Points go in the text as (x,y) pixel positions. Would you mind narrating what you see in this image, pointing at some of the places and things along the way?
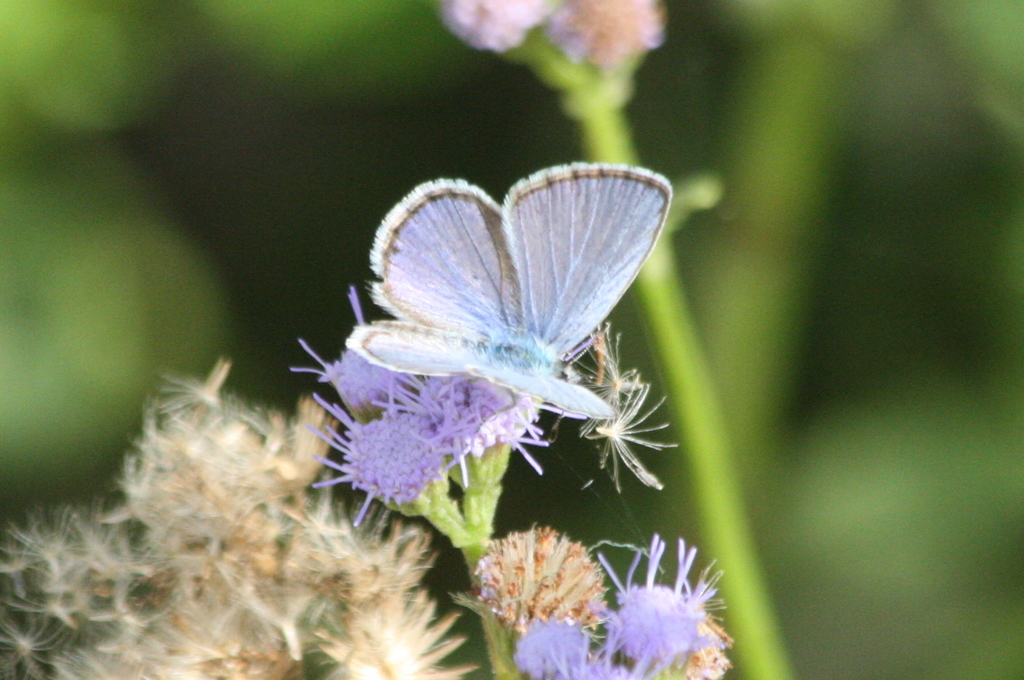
In this image there is a small butterfly (424,322) on the flower (406,424). In the background (669,354) there is a flower (594,72) with the stem (697,383).
